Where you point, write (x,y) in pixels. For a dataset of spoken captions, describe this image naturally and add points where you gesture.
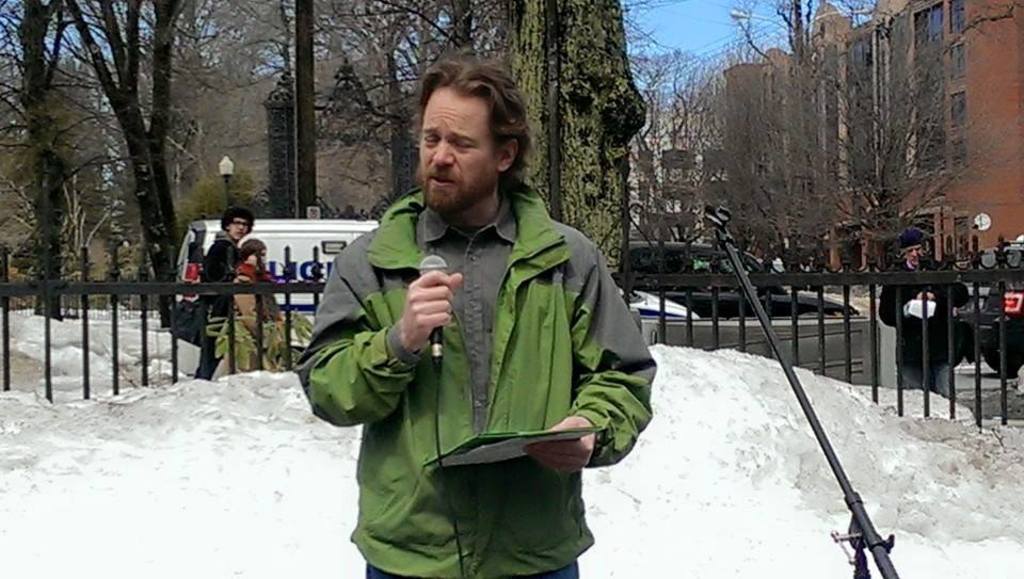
In this image we can see a man (423,289) holding mic (434,255) and a paper (505,450). Beside the man (430,455) we can see a stand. Behind him there are group of trees (810,98), persons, vehicles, snow (197,441), a pole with a light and the fencing (229,288). On the right side (998,75), we can see buildings (949,103) and wires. At the top (680,20) we can see the sky (667,26).
